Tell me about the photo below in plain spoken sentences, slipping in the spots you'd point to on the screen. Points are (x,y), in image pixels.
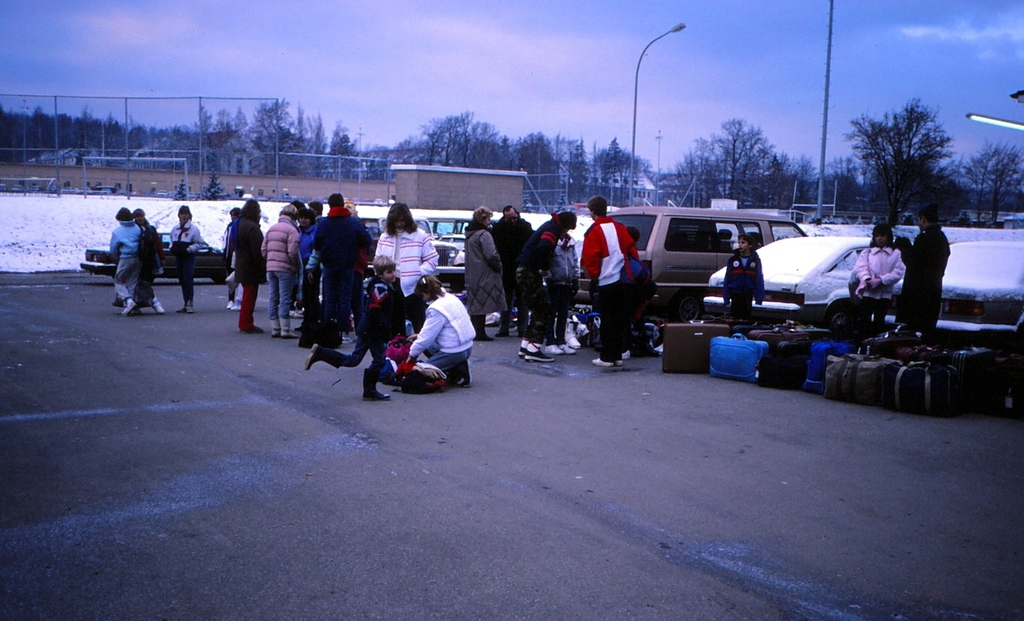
In this image, we can see some trees (942,128) and persons (485,286). There is a luggage (955,351) on the right side of the image (925,383). There are vehicles (741,228) in the middle of the image (665,213). There are poles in the top right of the image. There is a sky (423,33) at the top of the image (376,58).
